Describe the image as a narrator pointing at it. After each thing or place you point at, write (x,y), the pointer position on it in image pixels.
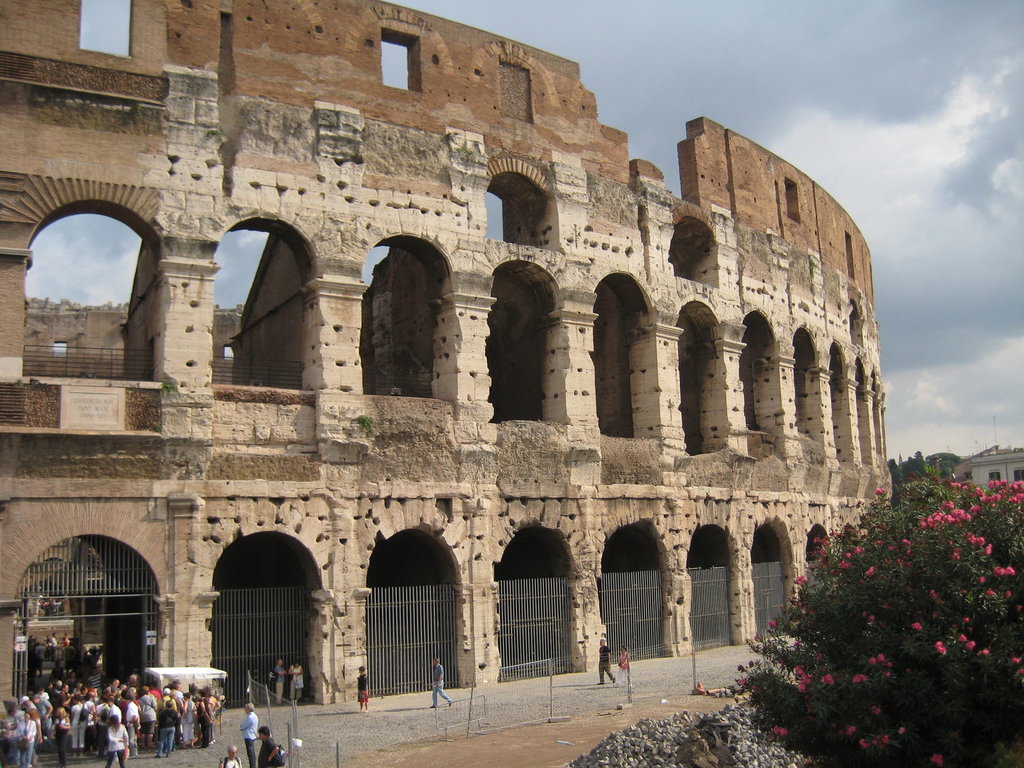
In this image there is a fort (601,414). There is railing (526,617) in front of the fort (584,616). In the bottom left (84,708) there are many people (107,706) standing. In the bottom right (938,646) there are plants (801,711) and stones (633,742) on the ground (524,726). At the top (786,82) there is the sky (742,112).
